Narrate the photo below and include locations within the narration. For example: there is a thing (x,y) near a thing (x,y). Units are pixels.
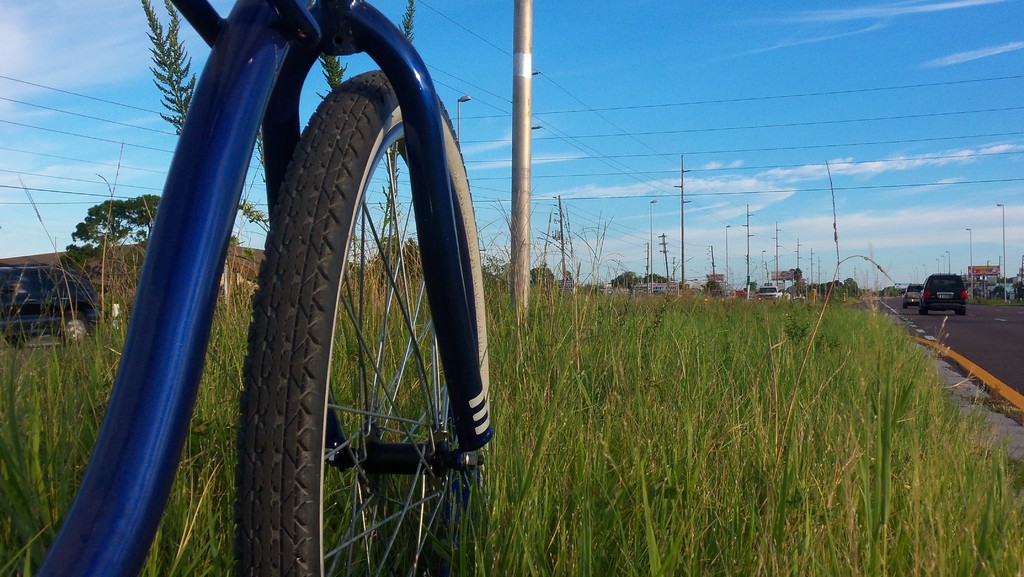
This image is taken outdoors. At the top of the image (670,108) there is the sky (789,182) with clouds (807,173). At the bottom of the image (677,516) there is a ground (593,436) with grass (592,341) on it. On the right side of the image (964,335) there is a road (951,326) and a few cars (915,292) are moving on the road (964,342). There is a board (980,267) with a text (986,274) on it. There are many poles (970,281) with street lights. In the left side of the image (274,303) there is a bicycle (297,240) parked on the ground (403,486). A car (86,318) is moving on the road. In the middle of the image (516,258) there is a pole (517,196) and there are many poles (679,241) with street lights (763,249) and wires (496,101). A car (781,294) is moving on the road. In the background (92,214) there are many trees (627,278).
